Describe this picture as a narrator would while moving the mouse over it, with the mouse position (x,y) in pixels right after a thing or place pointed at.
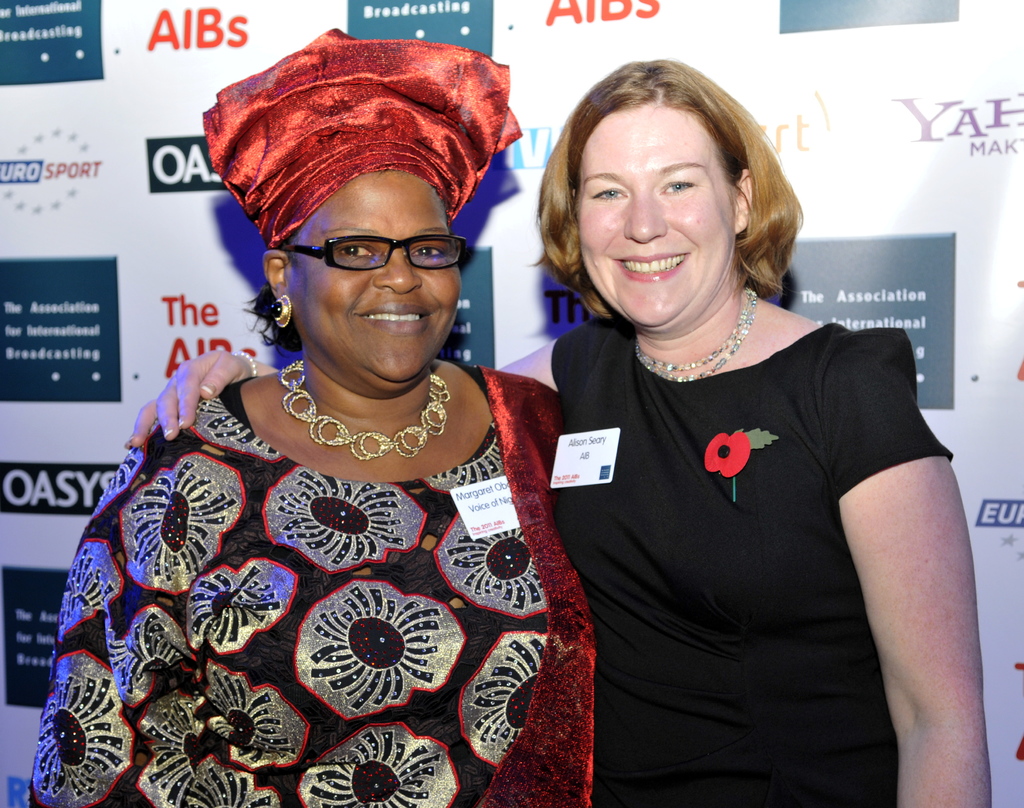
In this image there are two women (558,565) in the middle (550,488). The woman (704,436) on the right side (750,466) is standing by keeping her hand (175,391) on the another woman (232,504). In the background (78,144) there is a banner (24,148). There are badges (572,469) to their dresses (517,485). The woman (443,499) on the left side (307,513) is having a cloth (356,119) on her head (364,196).
